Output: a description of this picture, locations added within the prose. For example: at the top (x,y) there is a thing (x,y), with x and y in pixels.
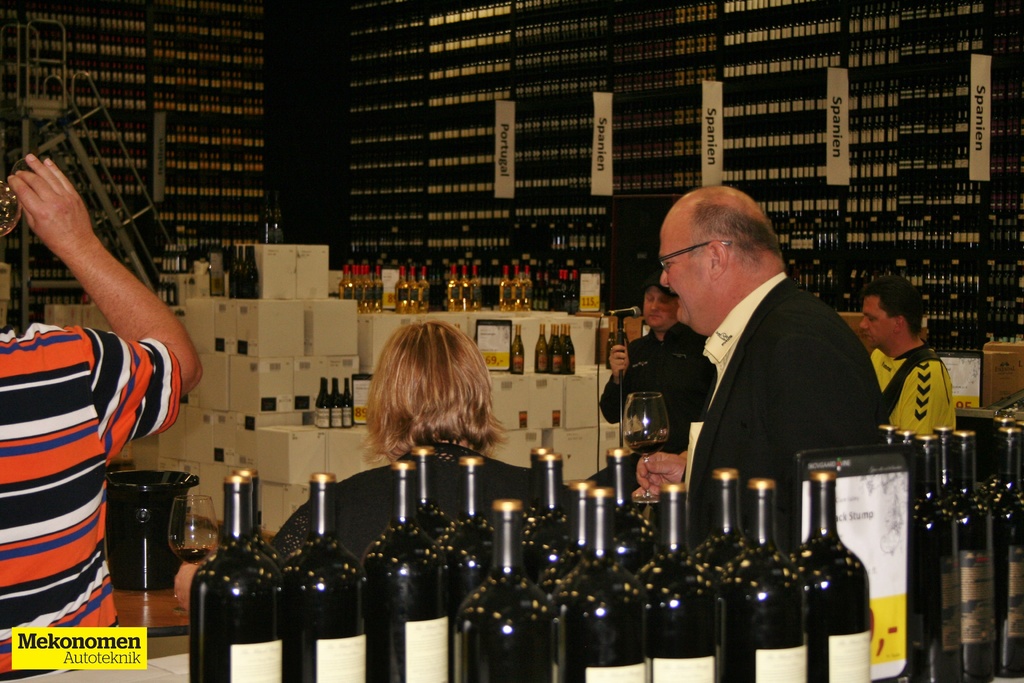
In the image we can see few persons (728,298). On the left (81,383) we can see one person (64,216) holding glass (18,195). On the right (691,370) we can see one person (669,357) holding microphone (633,311) and one person (722,441) holding glass (646,428). In the front (841,589) bottom we can see wine bottles (593,600) on the table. And coming to background (388,159) we can see wine bottles (326,413), dustbin (138,489), boxes (346,346) and wall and few more objects (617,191).
